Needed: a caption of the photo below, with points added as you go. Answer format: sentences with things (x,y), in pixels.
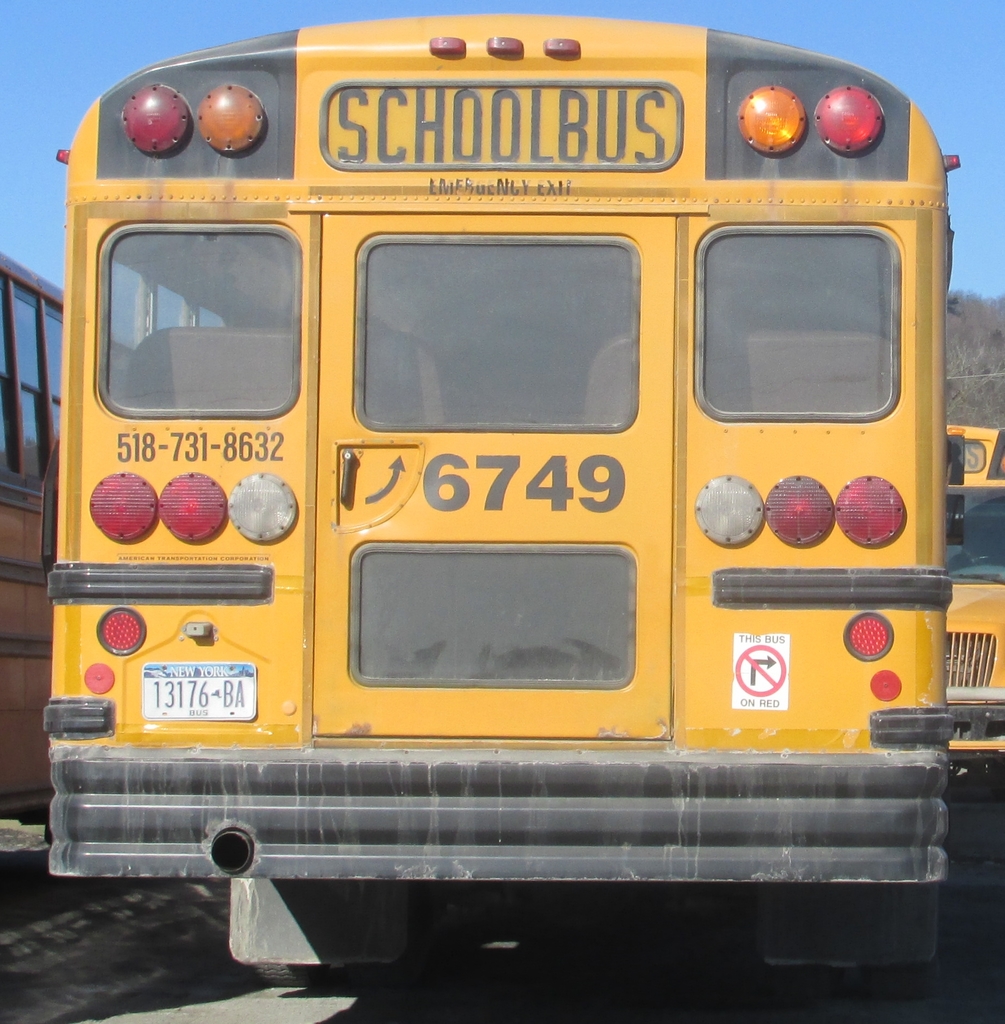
In this image we can see some school buses (501,480) with some texts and numbers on it, also we can see the sky (892,48).
